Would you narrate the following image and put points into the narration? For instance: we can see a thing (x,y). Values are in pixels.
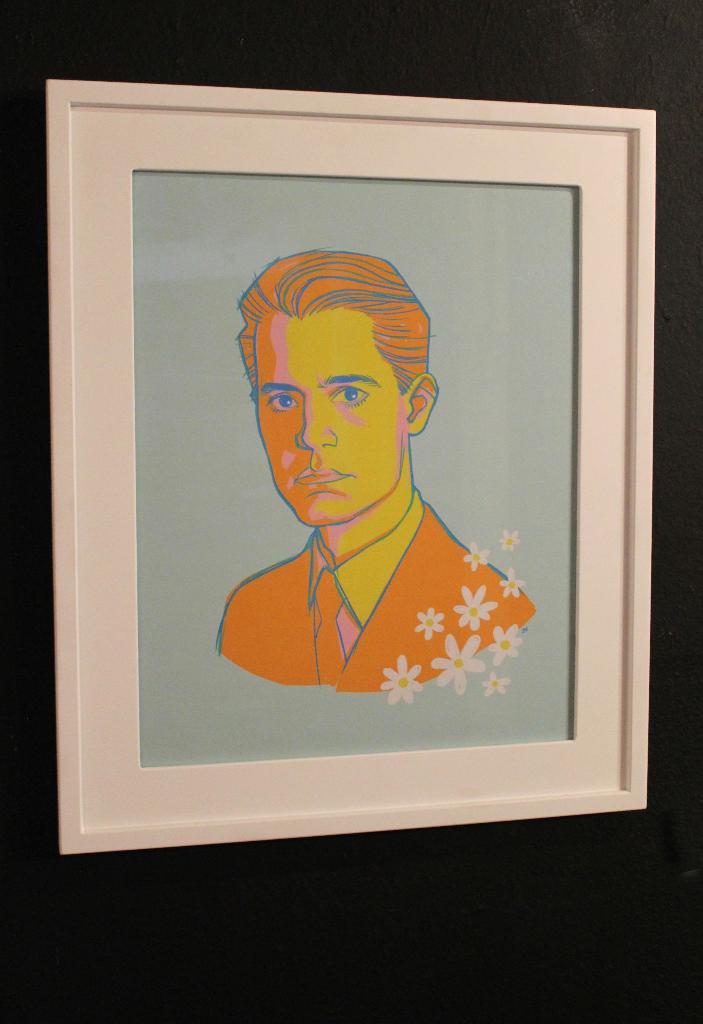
In the center of the image (434,360) there is a photo frame (517,802) in which there is a depiction of a person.
